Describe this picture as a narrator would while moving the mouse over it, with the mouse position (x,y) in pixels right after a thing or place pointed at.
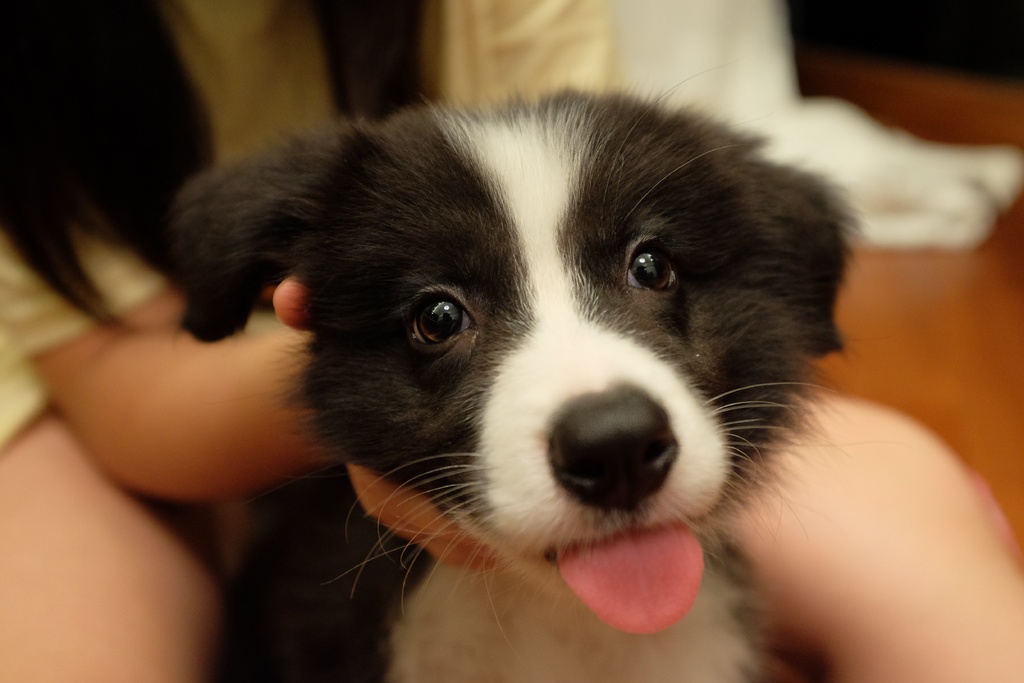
In this image there is a dog (605,469) in the background (111,247) there is a person (885,468) sitting on the floor (959,277).
